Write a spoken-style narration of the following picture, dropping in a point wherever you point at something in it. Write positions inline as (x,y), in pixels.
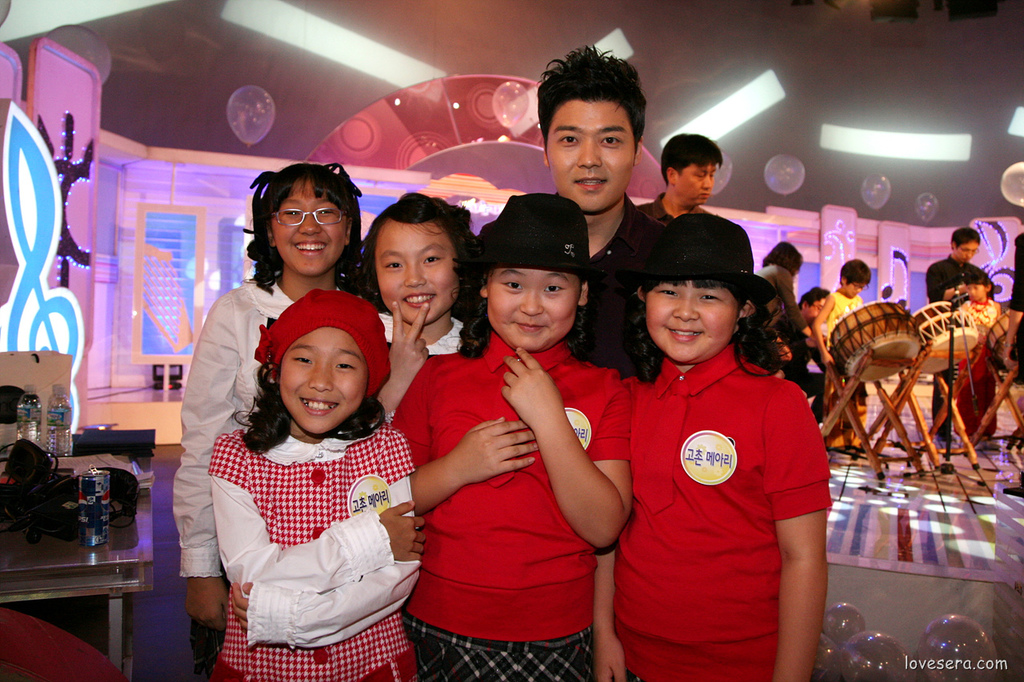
In this image I can see number of people (233,395) are standing, I can also see smile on their faces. In the background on this table (60,573) I can see a can (90,473) and few bottles (52,428). Here I can see few musical instruments (875,317).
